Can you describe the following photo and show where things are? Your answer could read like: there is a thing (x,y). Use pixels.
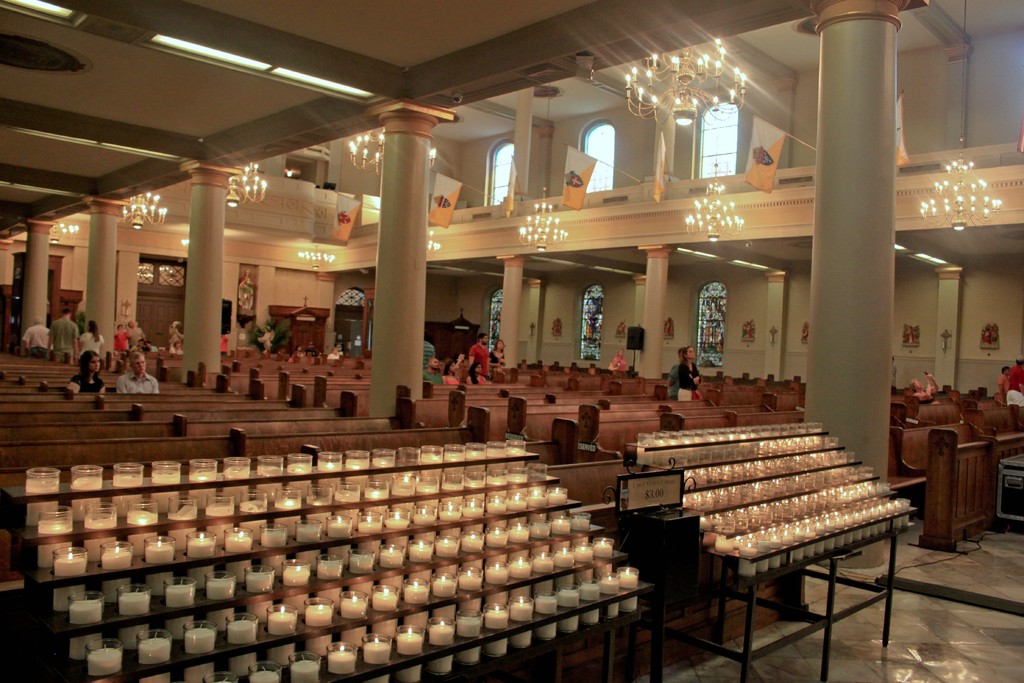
In this image we can see the inside view of the church (629,473) which includes candles (340,523), near that we can see wooden benches (277,416). And we can see some people (64,325) sitting and some are standing. And we can see the pillars (29,306), near that we can see ceiling (178,60) with the lights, we can see hanging lamps (971,183) on the right (719,201). And we can see the windows (717,168).
